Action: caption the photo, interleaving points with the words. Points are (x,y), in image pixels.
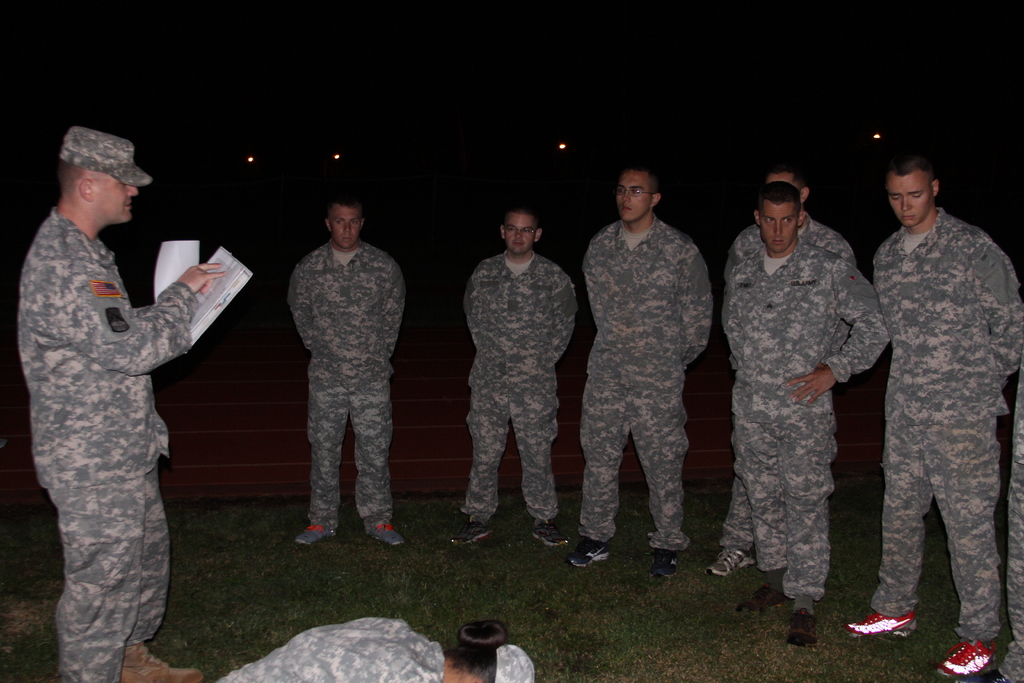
In this picture I can see group of people (472,287) standing, a person (74,379) holding papers (229,294), there are lights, and there is dark background (676,80).
